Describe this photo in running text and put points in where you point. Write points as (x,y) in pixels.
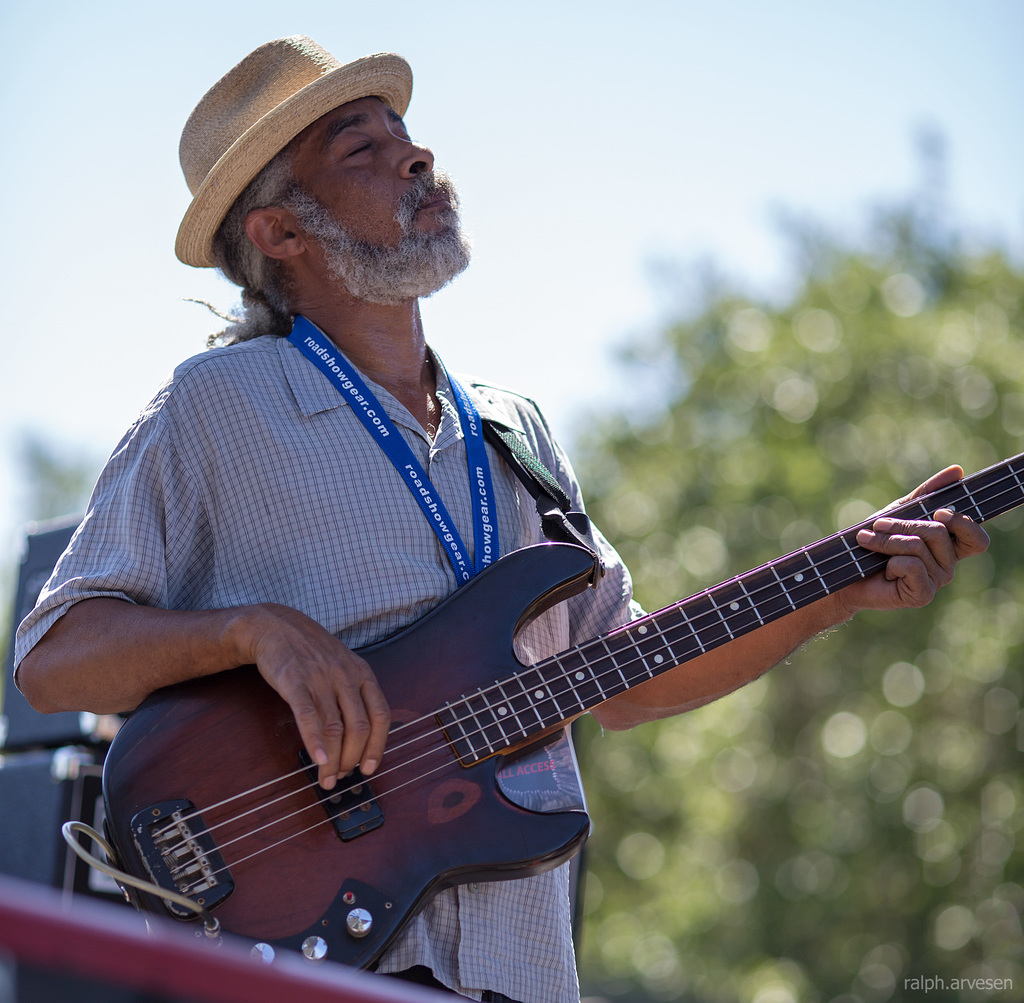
In this image I see a man (332,549) who is wearing a hat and holding the guitar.
